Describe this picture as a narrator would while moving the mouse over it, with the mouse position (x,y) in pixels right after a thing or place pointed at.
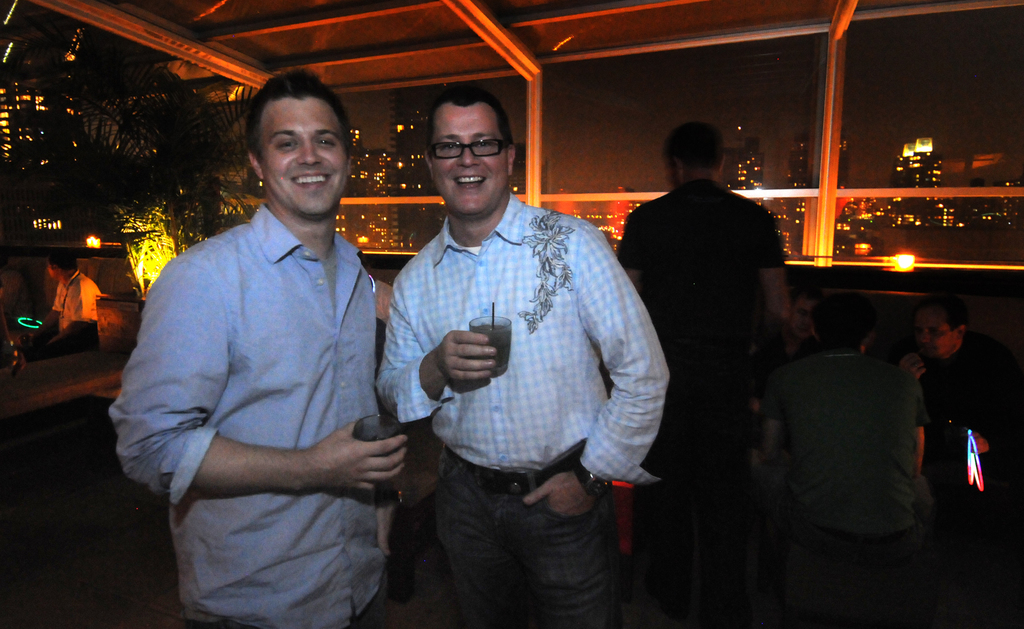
In this image there are two person (363,324) holding glasses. Person (481,273) on the right side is wearing specs (447,144) and watch (592,482). In the back (879,401) there are few people (845,416) sitting. One person (722,262) is standing. Also there is a glass wall (559,114). On the left side (81,298) there is a person (63,295) sitting. Also there are plants (177,197). In the back (364,189) there are buildings (729,180) with lights (749,170) and sky (674,91).
